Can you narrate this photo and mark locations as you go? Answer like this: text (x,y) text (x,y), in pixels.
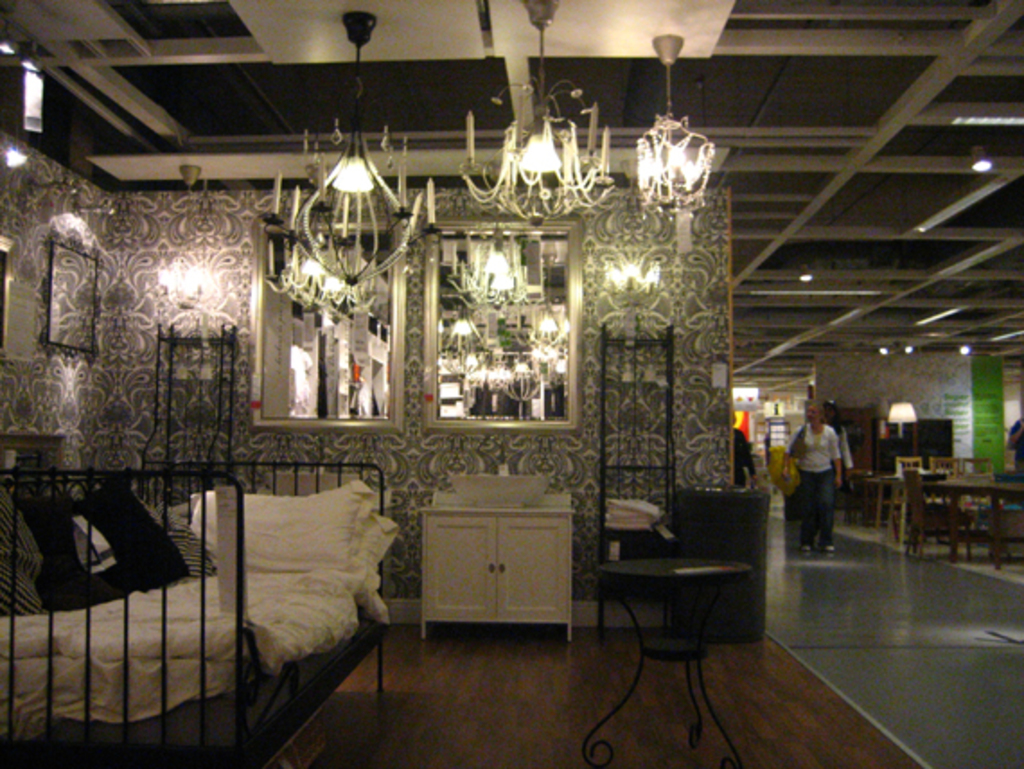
In this image we can see a wall (412,414). On the wall (420,388) we can see the mirrors (436,361) and in the mirrors (489,358) we can see the reflection (344,361) of the wall (310,337) and chandeliers (471,360). In front of the wall (389,542) we can see wooden table (552,541) and a stand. On the left side (79,444), we can see a wall (135,254), bed (320,485) and pillows (257,539). In the foreground (618,586) we can see a table (613,570). At the top (904,101) we can see the roof (904,101) and chandeliers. On the right side (859,234), we can see the roof (844,284), tables (873,490), chairs (913,456) and persons (832,474).
